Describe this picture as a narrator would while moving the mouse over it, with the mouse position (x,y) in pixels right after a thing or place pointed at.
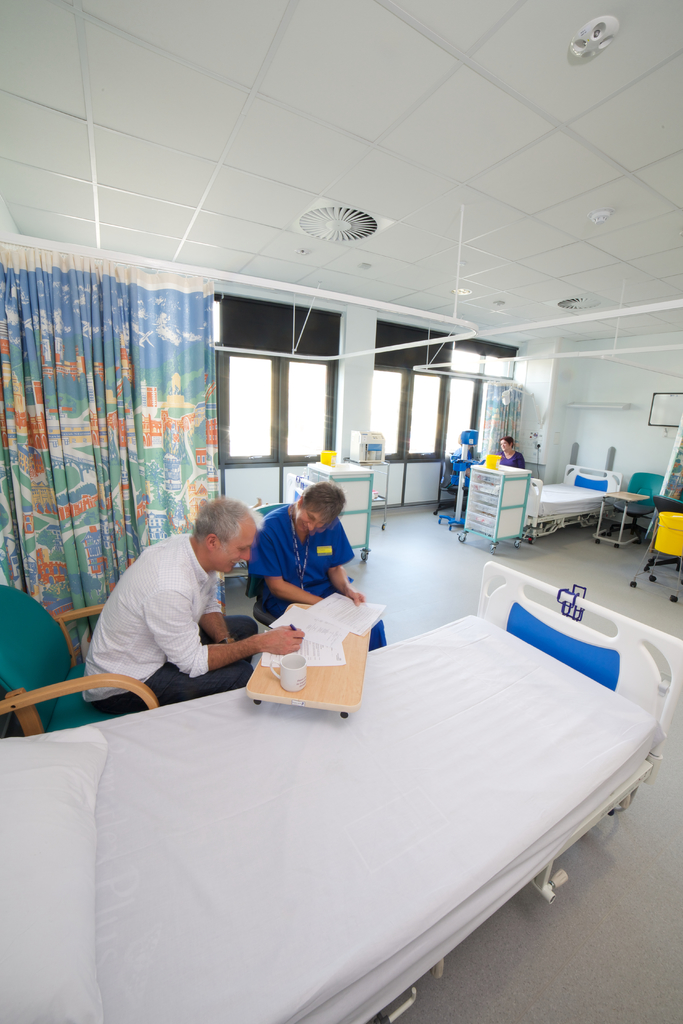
In this image we can see two persons (200,646) sitting on chairs (67,687). One person (202,667) wearing a white t shirt (194,656) is holding a pen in his hand (301,639). One women (304,545) are wearing blue dress (308,570) is holding a paper (347,622) in her hand (356,600). In the middle of the image (401,660) we can see a bed (322,715) on which group of papers (309,652) and a cup (294,660) placed on the wooden tray (282,702). In the background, we can see a woman (510,465) sitting near a bed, a cupboard (509,514), curtains (108,410) and a group of windows (388,399).
